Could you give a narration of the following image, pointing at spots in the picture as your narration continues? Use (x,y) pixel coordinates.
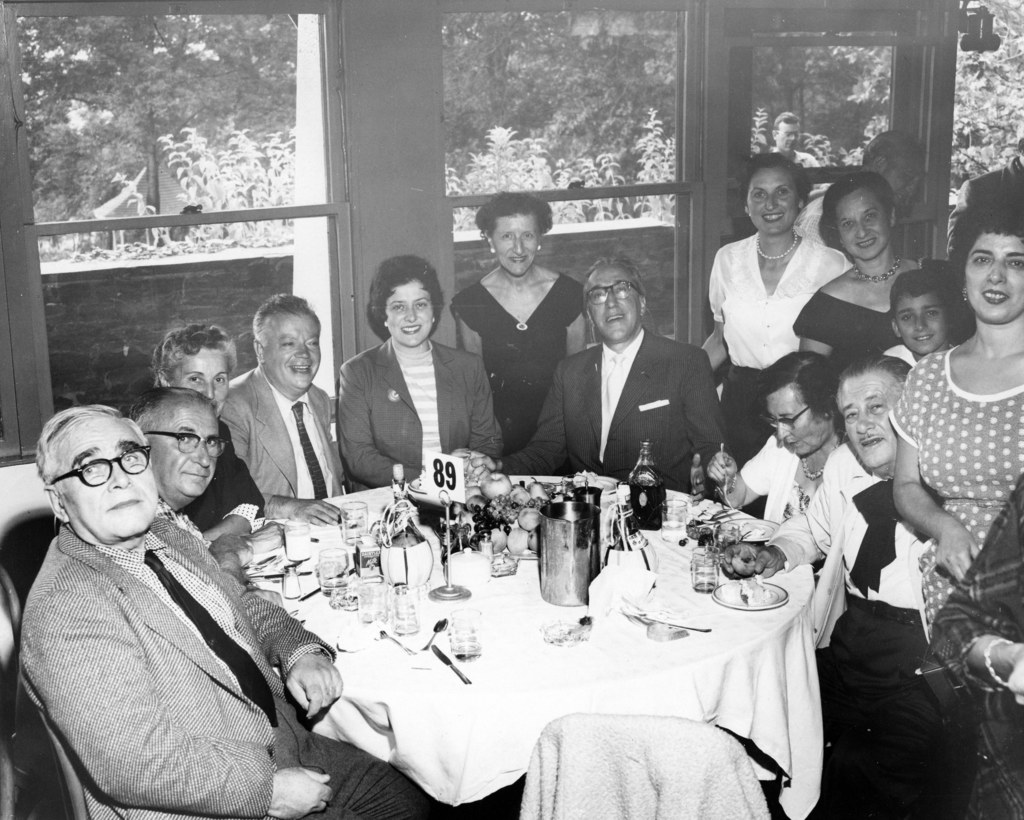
In this image we can see this people (547,431) sitting around the table (332,625) and this people (901,298) standing near them. There are many things (468,679) placed on the table (503,721). In the background (741,137) we can see glass windows (201,177) and trees (528,143) through it.
